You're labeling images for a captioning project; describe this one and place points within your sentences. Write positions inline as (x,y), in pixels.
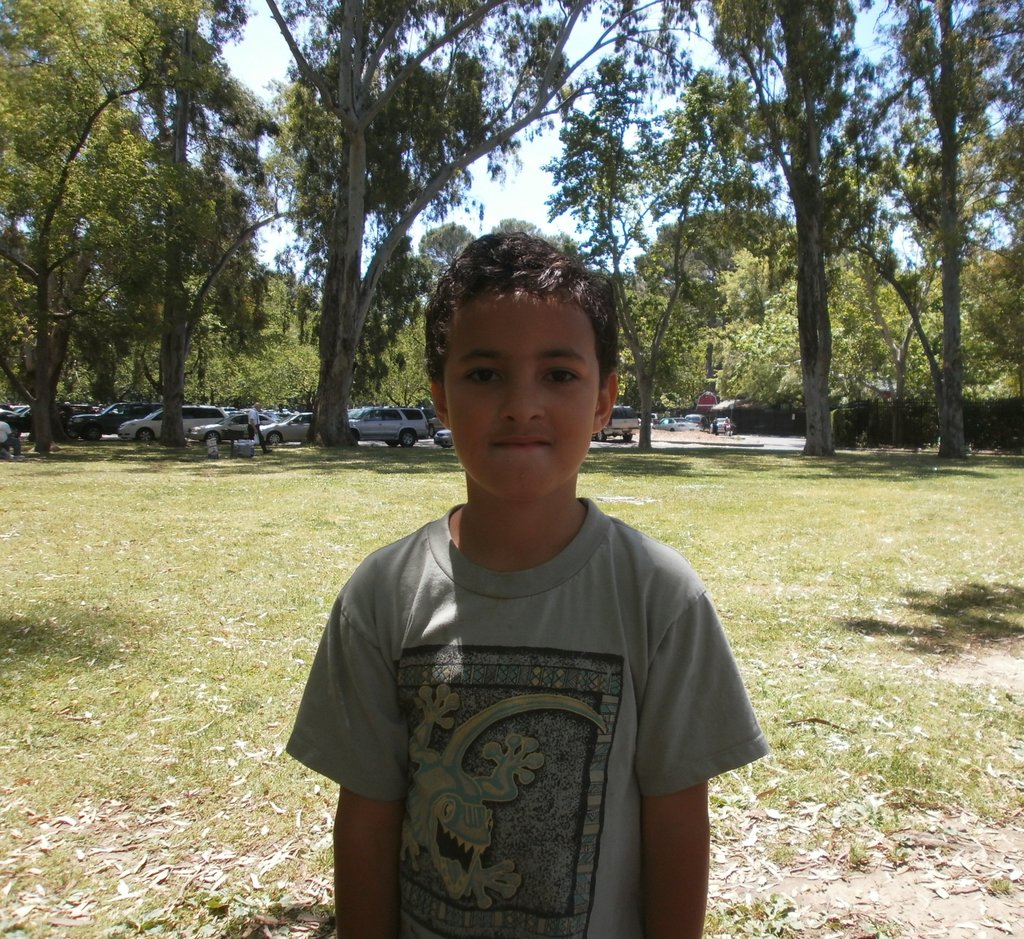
In this image we can see a boy (520,735), behind him there are few other persons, some vehicle (285,435), trees (823,434), also we can see the sky (694,59), and some leaves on the ground (695,448).
